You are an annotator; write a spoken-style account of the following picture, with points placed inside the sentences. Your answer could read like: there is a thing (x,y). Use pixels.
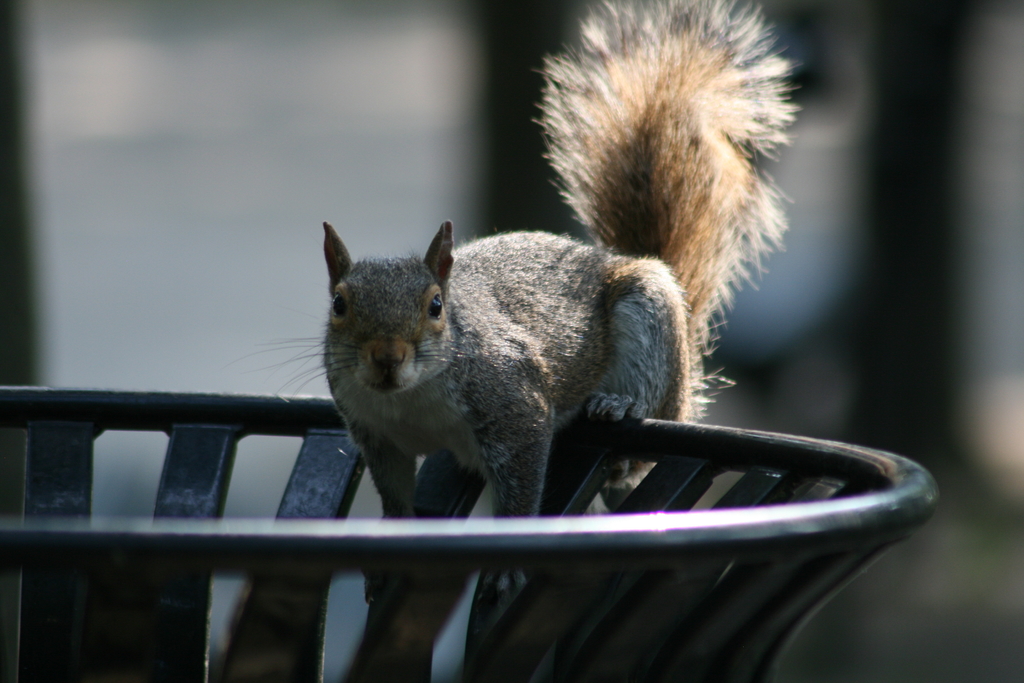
In this image we can see a squirrel (478,361) on an iron object (450,511), and the background (947,570) is blurred.
